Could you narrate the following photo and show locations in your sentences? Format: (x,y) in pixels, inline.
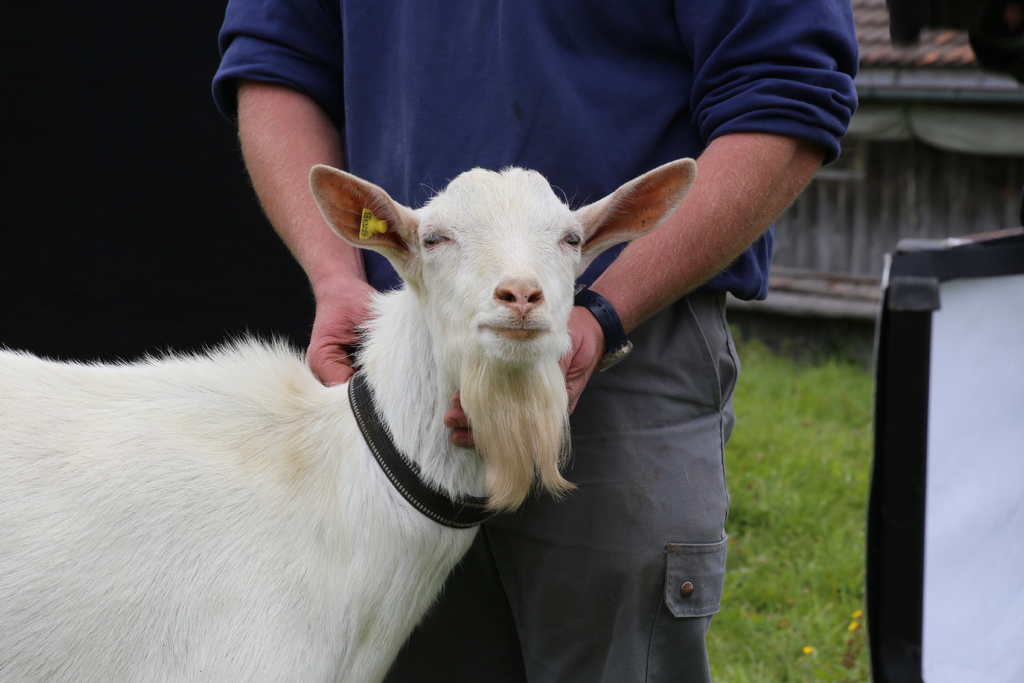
In this image we can see a person (569,179) is holding an animal (300,353) with the hands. On the right side (878,478) there is an object (877,532). In the background (762,653) we can see grass (849,365) on the ground (852,459), wall (903,146), roof (908,60) and objects (971,126).
